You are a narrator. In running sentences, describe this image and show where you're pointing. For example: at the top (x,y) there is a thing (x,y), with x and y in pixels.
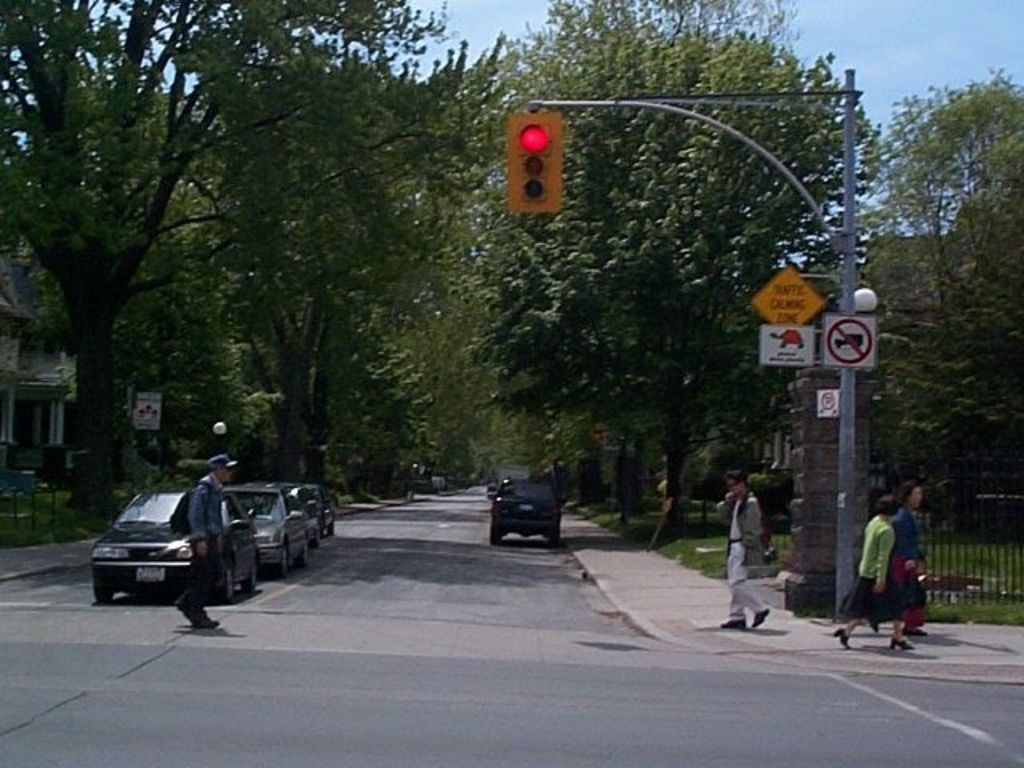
In this image I can see the road (230,727). On the road (196,705) I can see the person (205,549) and many vehicles (300,545). To the side of the road (575,565) there is a signal pole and many boards (768,361). I can also see few people (857,609) with different color dresses (728,507). To the side of these people (753,506) there is a railing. In the background (480,195) there are many trees (480,195) and the blue sky (921,10).
